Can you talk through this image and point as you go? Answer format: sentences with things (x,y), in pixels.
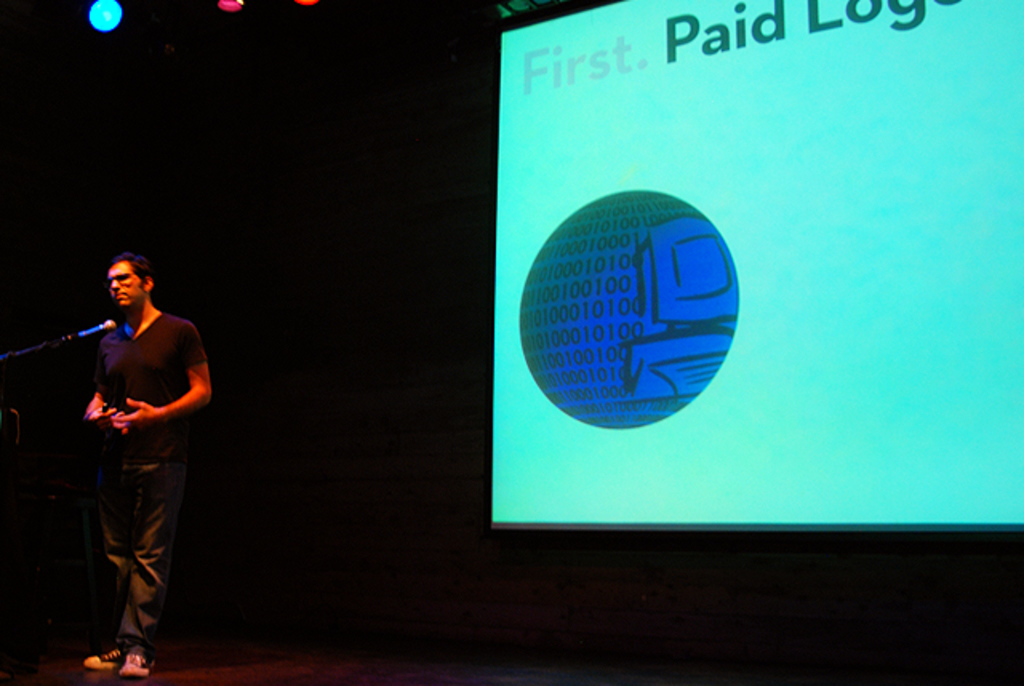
On the left (123,368) there is a man (134,432) standing on the stage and there is a mike (93,333). In the background (101,1) there are lights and screen (530,48).
